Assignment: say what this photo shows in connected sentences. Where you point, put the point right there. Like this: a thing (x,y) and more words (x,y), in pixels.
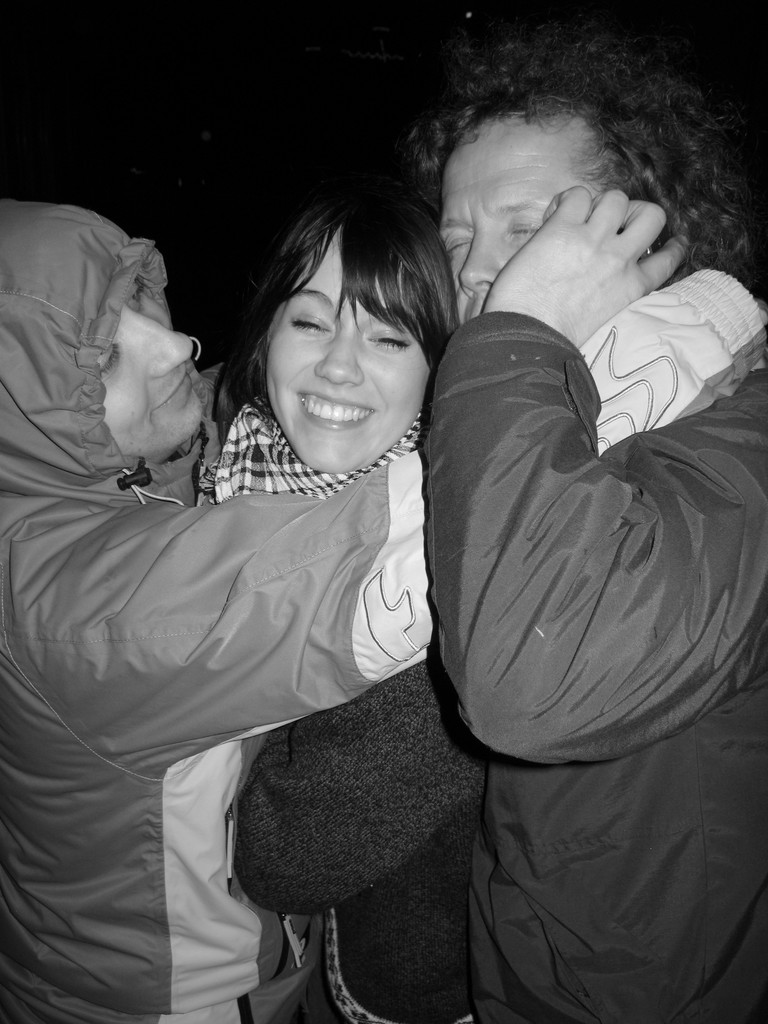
In this picture we can see three people (364,604), they are hugging one another. The background (200,28) is black.
